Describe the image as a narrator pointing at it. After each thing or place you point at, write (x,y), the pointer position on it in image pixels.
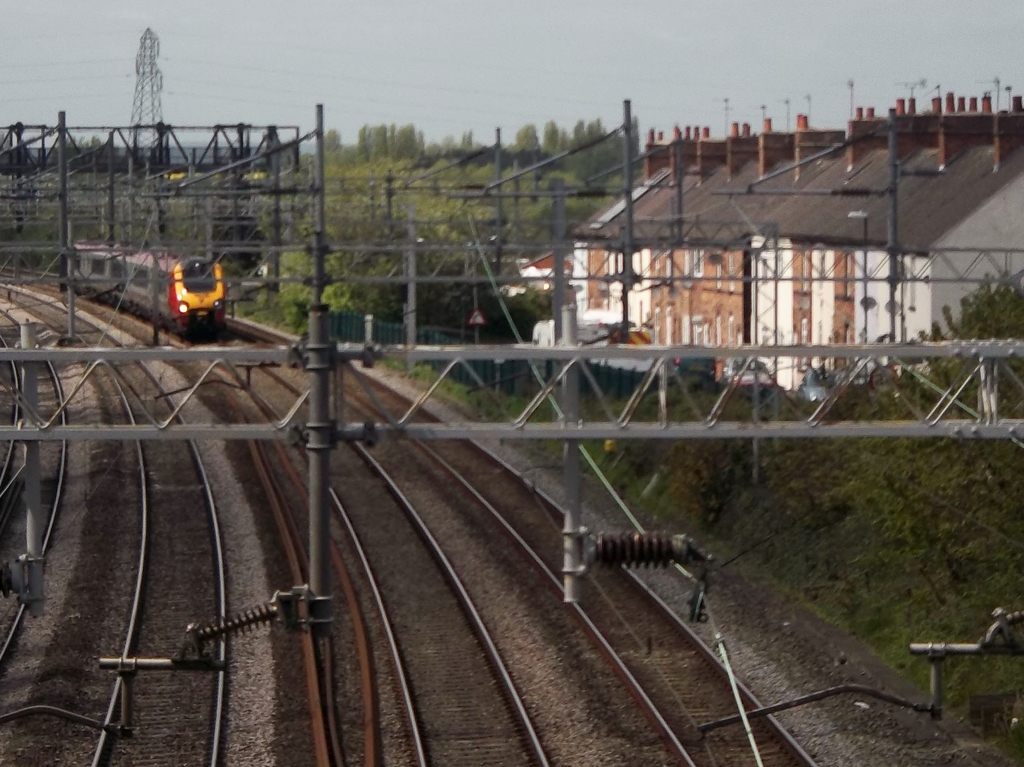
On the left side (170,701) I can see the railway tracks (491,625). In the background (203,328) there is a train (143,276). In the middle of the image (460,436) I can see few poles (62,169) and wires (129,276). On the right side (805,248) there is a building (821,320) and I can see many trees (830,493). At the top of the image (520,27) I can see the sky (498,32).
